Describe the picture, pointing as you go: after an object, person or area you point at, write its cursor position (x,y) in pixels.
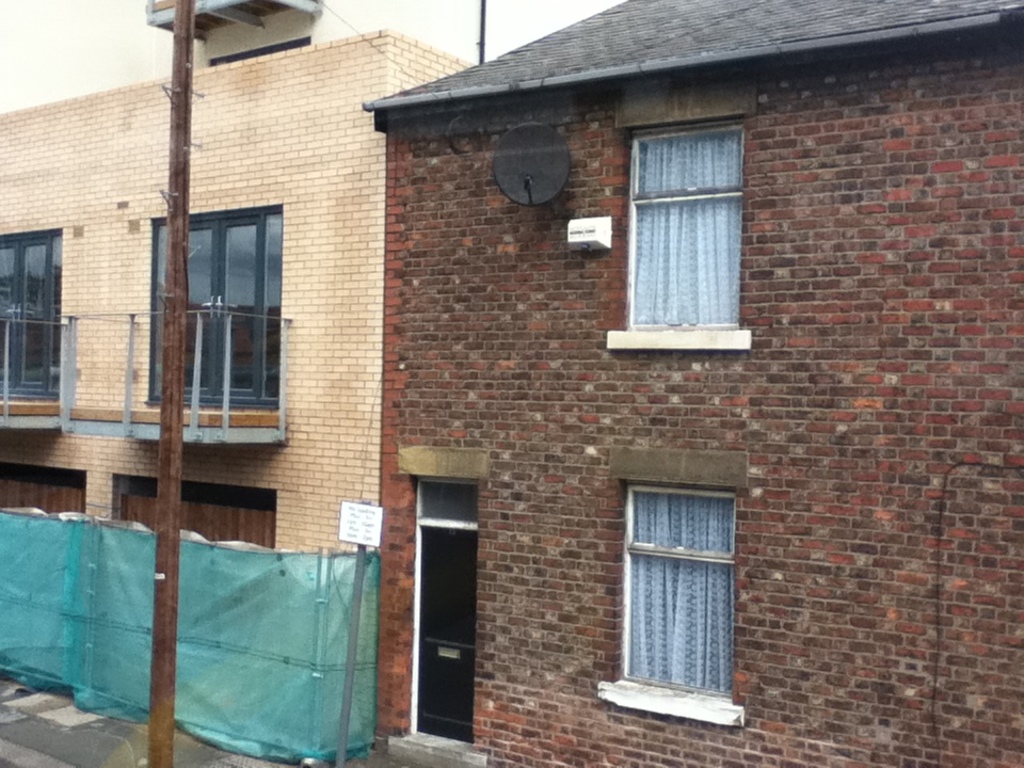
In the center of the image (400,406) there are buildings (519,718). On the left (157,763) there is a pole (174,634). In the background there is sky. At the bottom (30,532) there is a fence (48,537).
